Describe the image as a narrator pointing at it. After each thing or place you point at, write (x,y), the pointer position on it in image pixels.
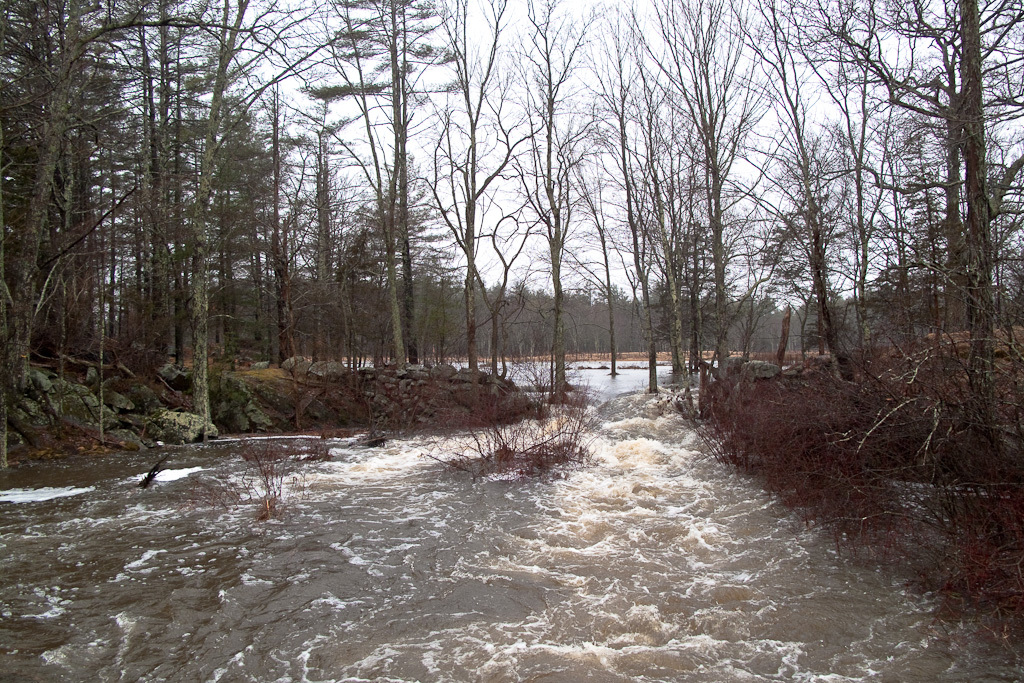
In this image we can see some trees (440,268), plants (906,443), grass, rocks (112,415), also we can see the river (632,526), and the sky (770,138).
